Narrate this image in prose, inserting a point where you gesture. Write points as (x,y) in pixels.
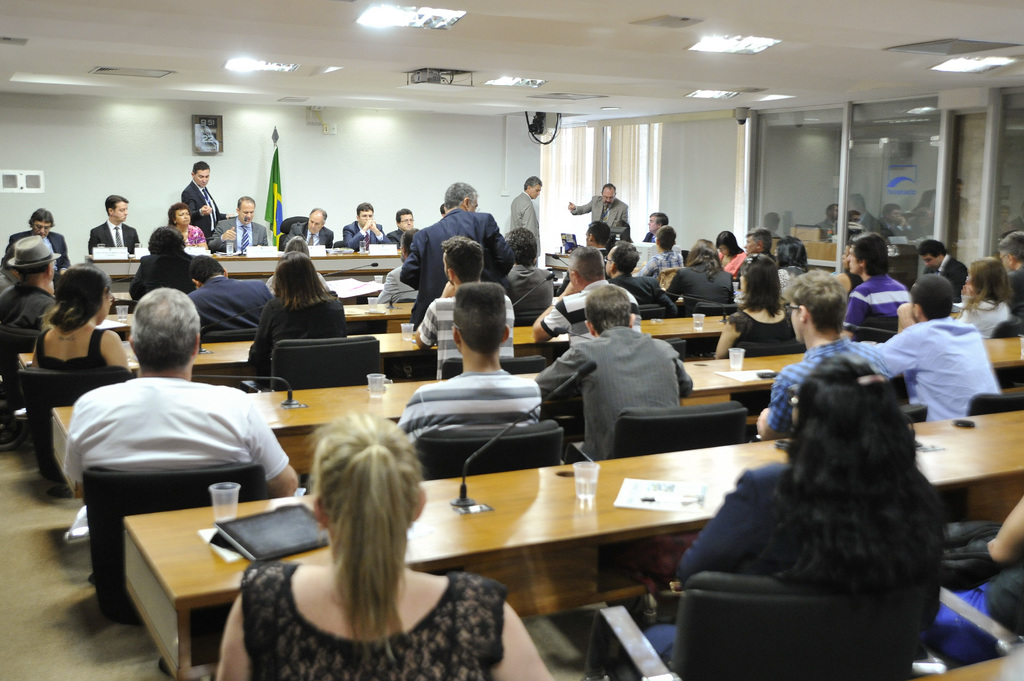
This is a picture of a hall (389,303) where we have some people (139,323) sitting on the chairs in front of desk (793,357) on which we have some cups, mics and in front of them there is flag (273,135), some lights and a frame (206,122) to the wall (150,106).
